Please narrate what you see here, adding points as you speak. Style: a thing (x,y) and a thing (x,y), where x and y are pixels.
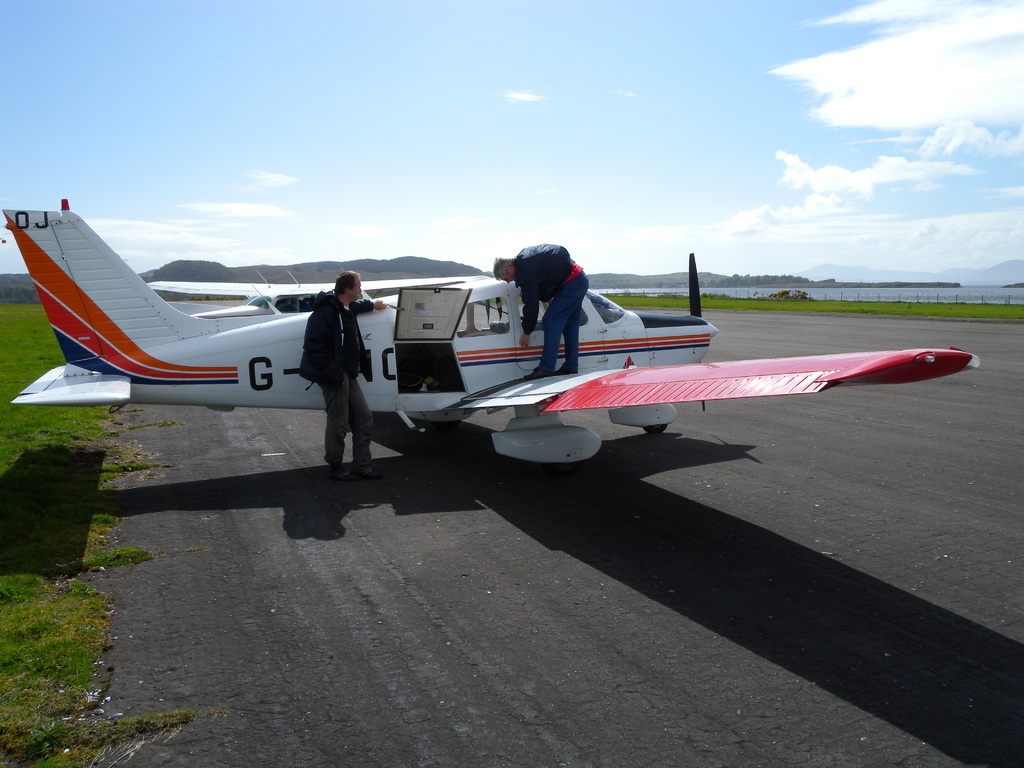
In this picture I can see two airplanes (492,350) on the runway (619,436), there are two persons (518,267), there are trees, hills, and in the background (633,71) there is the sky (397,159).
